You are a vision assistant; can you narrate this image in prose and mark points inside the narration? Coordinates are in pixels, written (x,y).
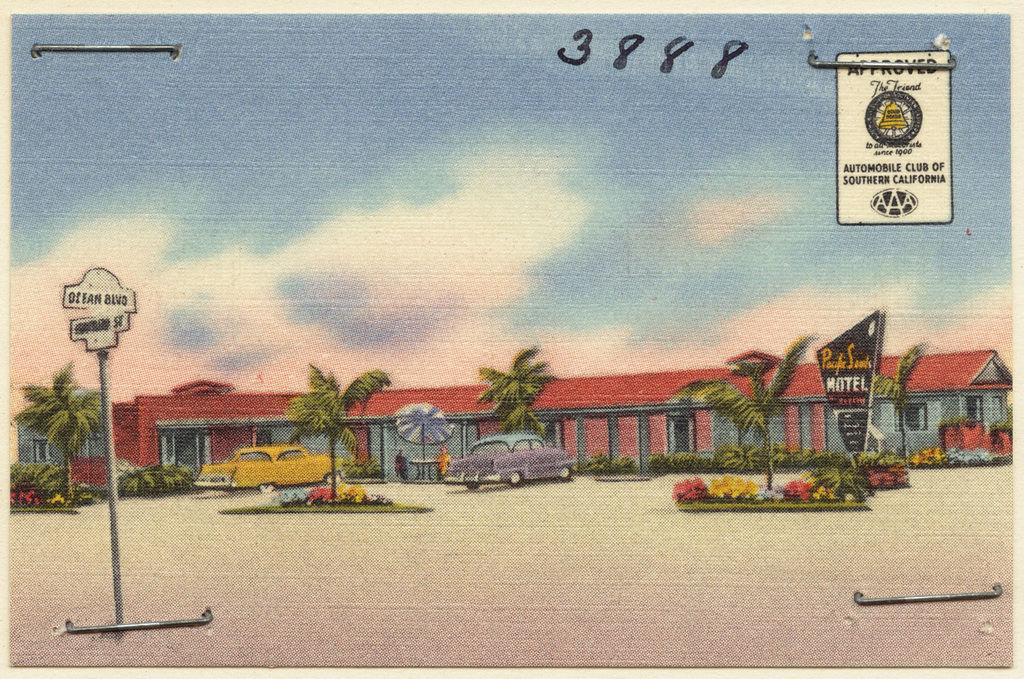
As we can see in the image there is painting (539,457) of buildings (657,403), cars (487,449), flowers (723,491), trees (322,400), sign board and sky (435,142).
